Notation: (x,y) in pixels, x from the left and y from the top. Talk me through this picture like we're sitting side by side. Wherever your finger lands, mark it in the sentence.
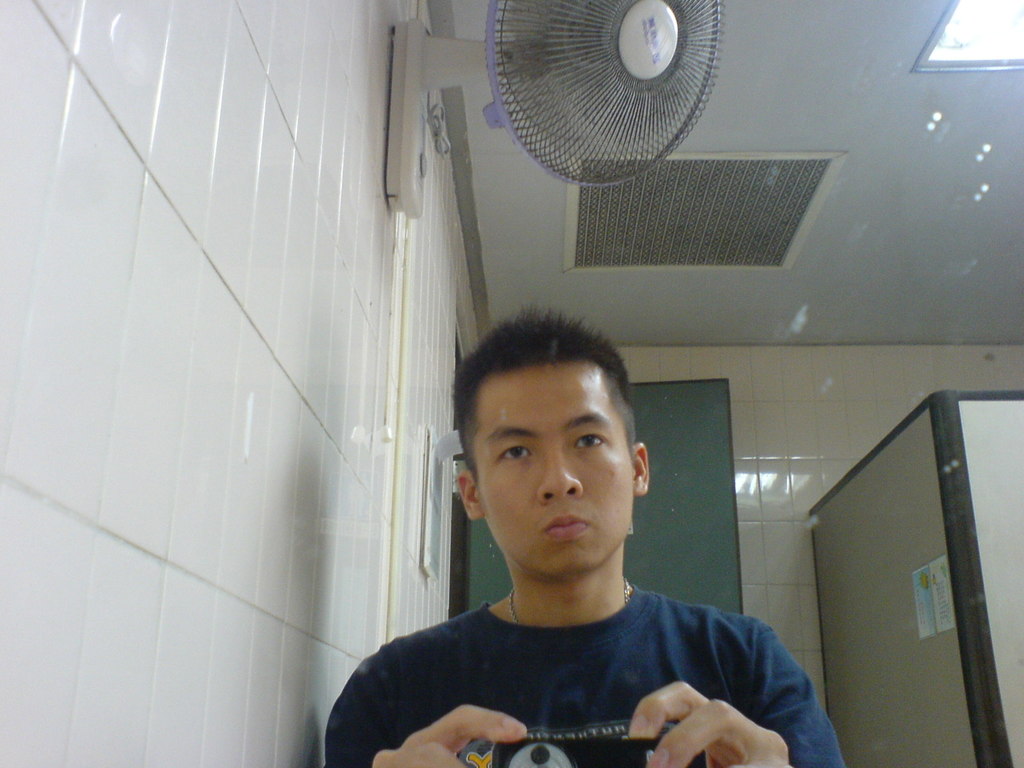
The man (475,655) in the middle of the picture (571,480) wearing a blue t-shirt (566,675) is holding a mobile phone (612,754) in his hand (659,730) and he is clicking photos. I think he might be looking at the mirror (634,695). Beside him, we see a white wall (301,383) which is made up of tiles (232,453). Behind him, there is a green color door (652,487) and beside that, we see a toilet stall partition (904,477). At the top of the picture (888,113), we see the ceiling (603,303) of the room (723,235) and this picture is clicked inside the room (1022,385).
